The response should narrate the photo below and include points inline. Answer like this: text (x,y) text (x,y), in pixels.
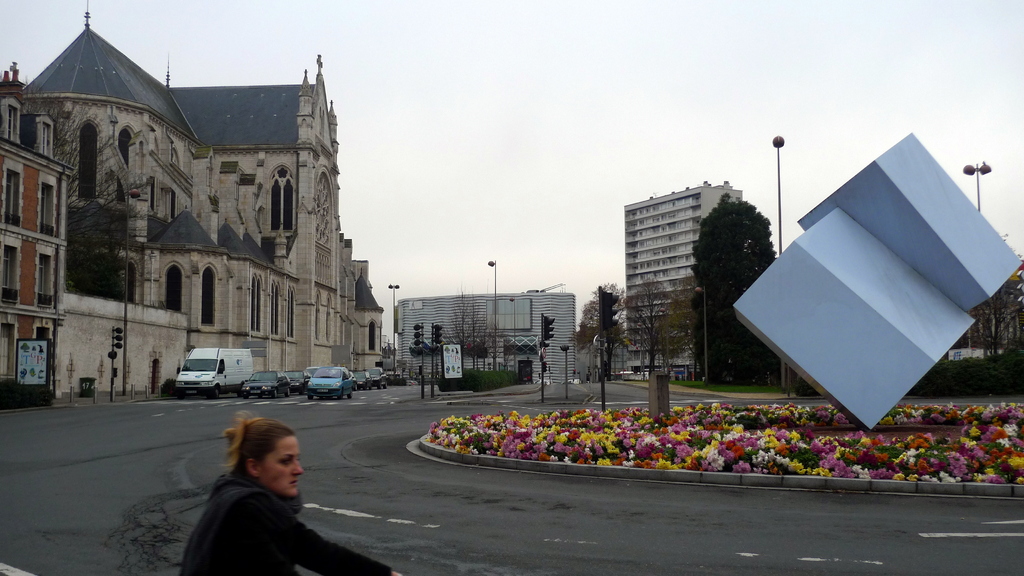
In this image there is the sky (605,100) towards the top of the image (502,172), there are buildings (184,169), there is road (533,493) towards the bottom of the image (508,500), there are vehicles (322,383) on the road (392,397), there are poles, there are traffic lights (605,305), there are street lights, there are trees (734,322), there is a woman (291,478) towards the bottom of the image (275,523), there are boards (449,353), there are plants (890,446) towards the right of the image (962,459), there are flowers (851,437), there is an object (896,310) on the ground (850,428) towards the right of the image (874,284).
